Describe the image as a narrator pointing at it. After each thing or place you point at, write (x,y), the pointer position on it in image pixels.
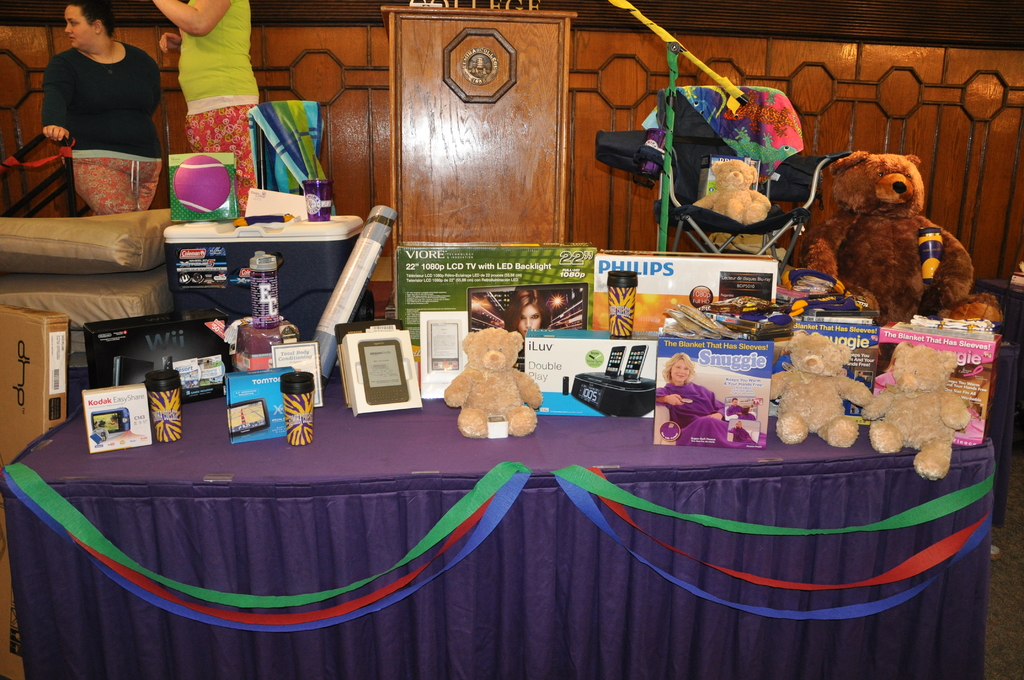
In this image there is a table (401,440) having teddy bears (478,383), boxes (111,406), cups (286,397) and few objects (269,357). Left top there are people (232,115) standing. Left side (39,178) there is a fence (23,182). Before it there are objects (60,284) on the floor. There is a teddy bear (723,187) on the chair (736,231) having a cloth (756,135). Beside there is a podium (521,89). Background (684,246) there is a wall (345,150).
